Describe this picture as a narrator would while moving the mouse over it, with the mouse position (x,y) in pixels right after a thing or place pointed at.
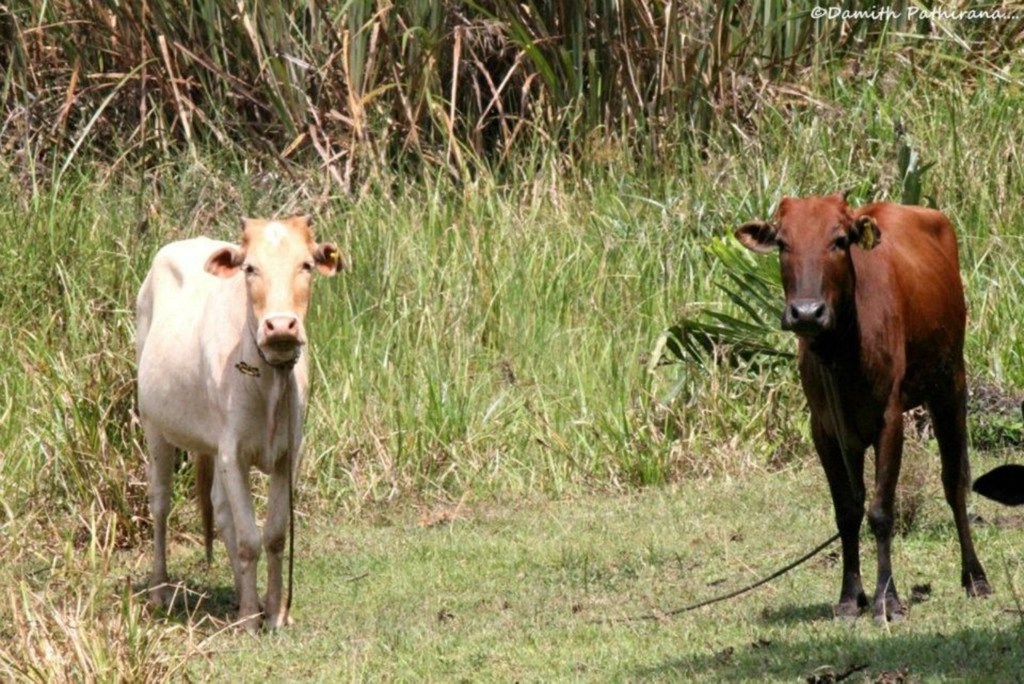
In this image there are 2 cows (947,330) standing in the garden (582,561), and at the back ground (6,437) there are grass (531,408) and plants (788,67).
